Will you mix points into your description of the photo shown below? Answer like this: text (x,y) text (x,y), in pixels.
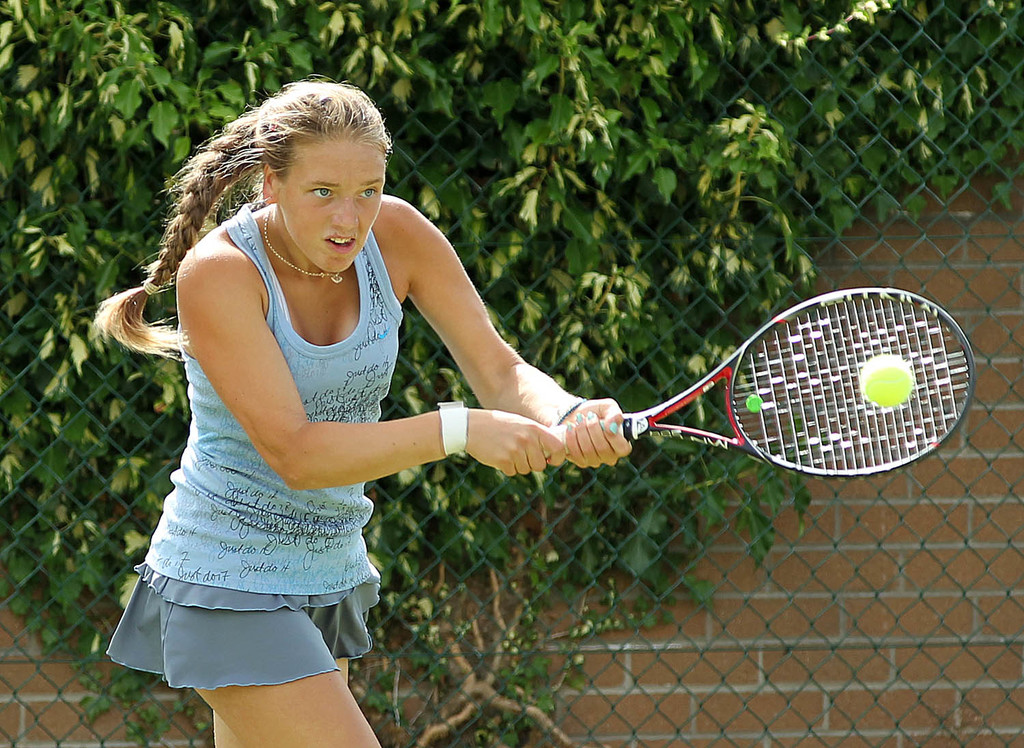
In this image I can see a woman (311,463) holding a tennis bat (739,389) in her hands (618,418) and playing with a ball (890,376). In the background (991,335) there is a wall (843,618) and trees (120,70).
